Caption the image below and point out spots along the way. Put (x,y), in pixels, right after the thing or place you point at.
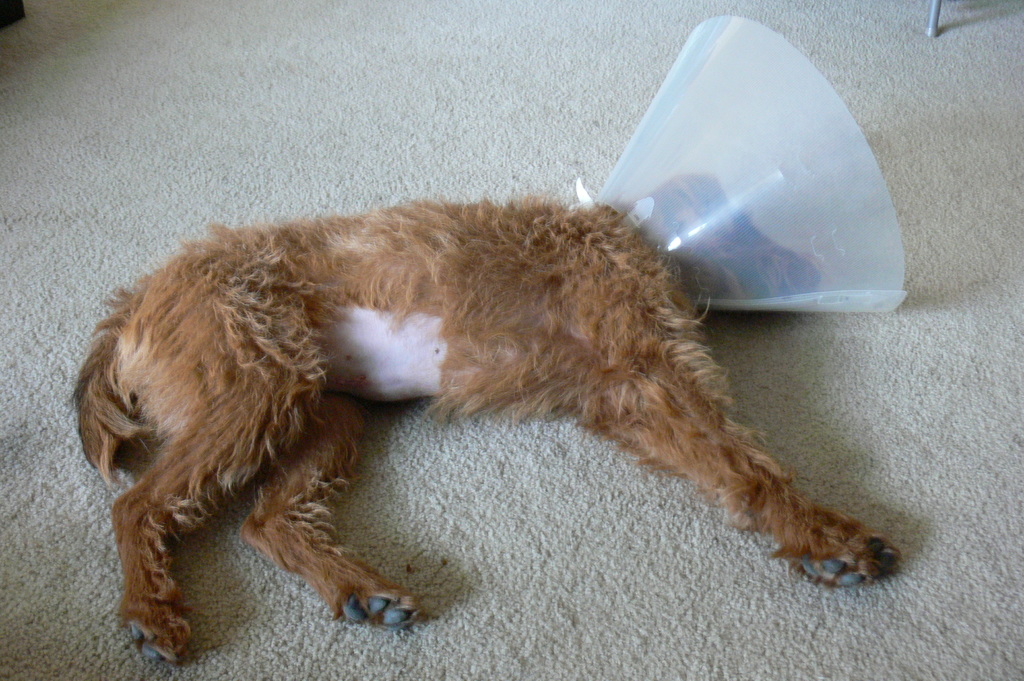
In the background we can see the objects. In this picture we can see a dog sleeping on the floor carpet (75,367) and we can see an object (720,169) around its head part (682,188).
